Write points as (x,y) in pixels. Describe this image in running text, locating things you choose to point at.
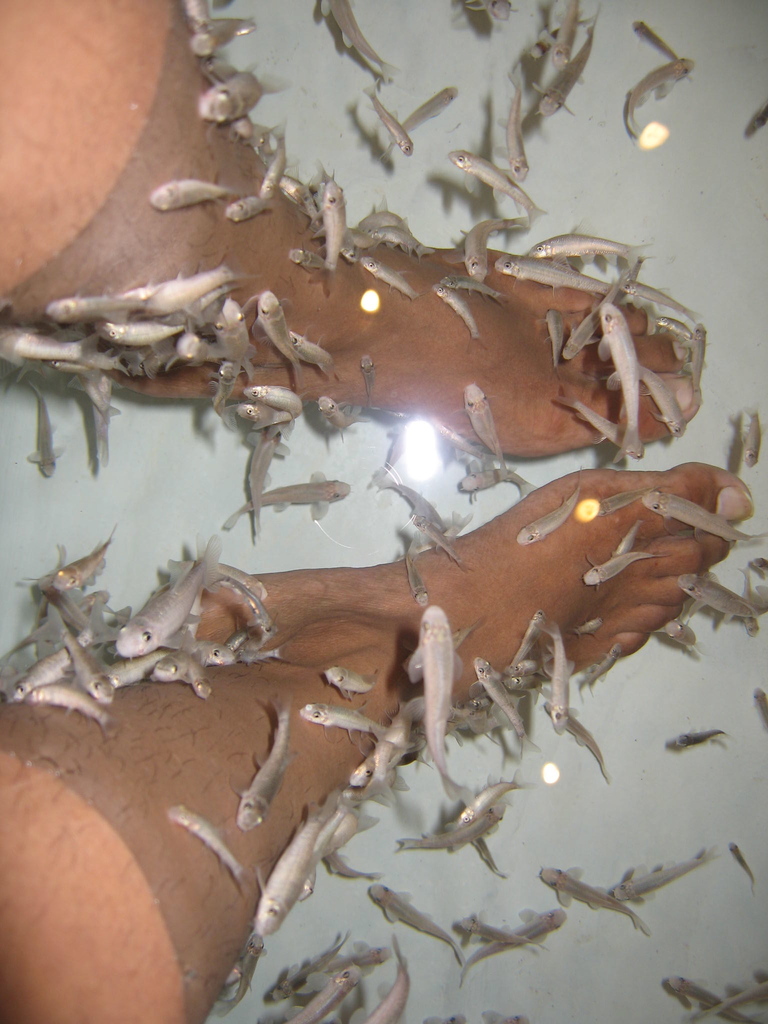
The picture consists of a fish tank (80,474), in the tank (175,451) we can see fishes (325,249) and legs (323,290) of a person (343,386). In the water (579,162) we can see the reflection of light.
